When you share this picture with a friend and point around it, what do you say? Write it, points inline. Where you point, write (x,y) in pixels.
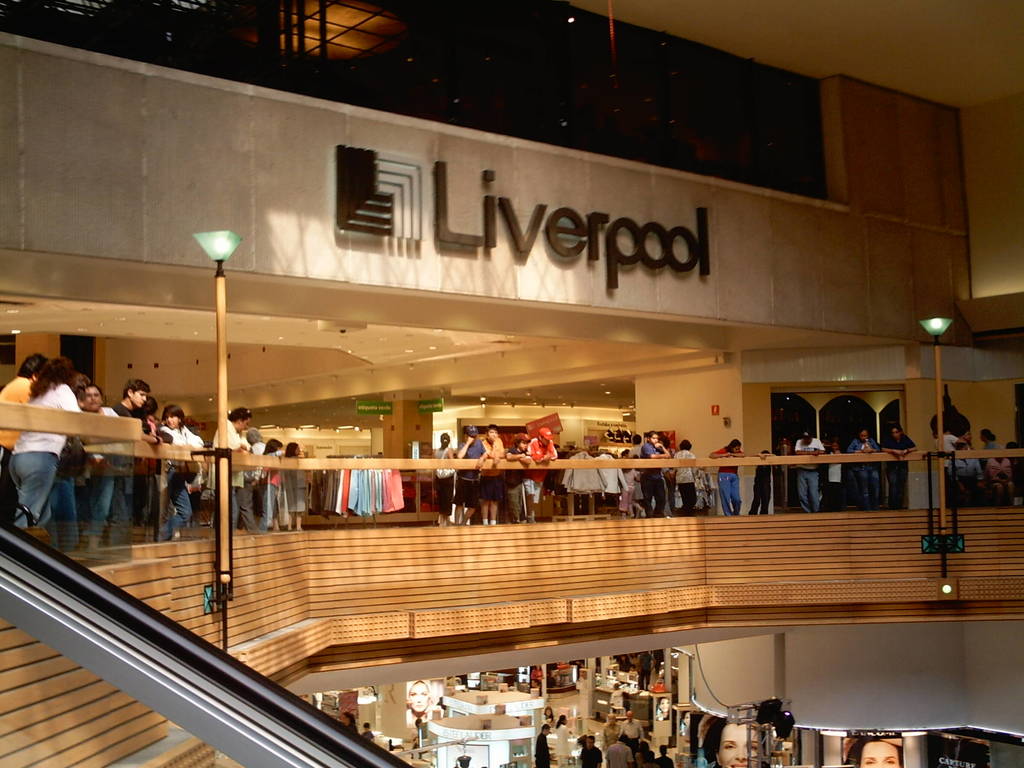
In this picture it looks like a mall (528,563) with some text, there are people (66,532), clothes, stalls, wooden railing (859,577), wooden poles (946,563) with light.
